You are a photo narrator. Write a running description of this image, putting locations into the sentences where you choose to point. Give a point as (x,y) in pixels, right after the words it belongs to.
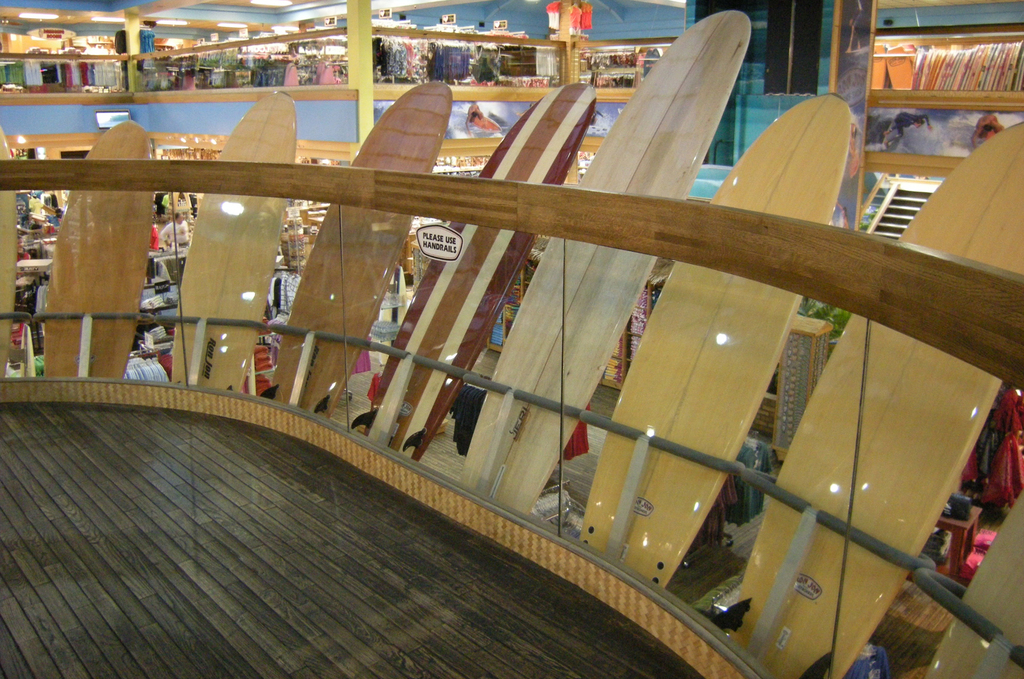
In this image I can see a shopping mall (268,86), on the mall (236,120) I can see few cloths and in the foreground (631,284) I can see there are boards (127,243) attached to the glass fence (167,247) and I can see lighting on boards (723,380).
